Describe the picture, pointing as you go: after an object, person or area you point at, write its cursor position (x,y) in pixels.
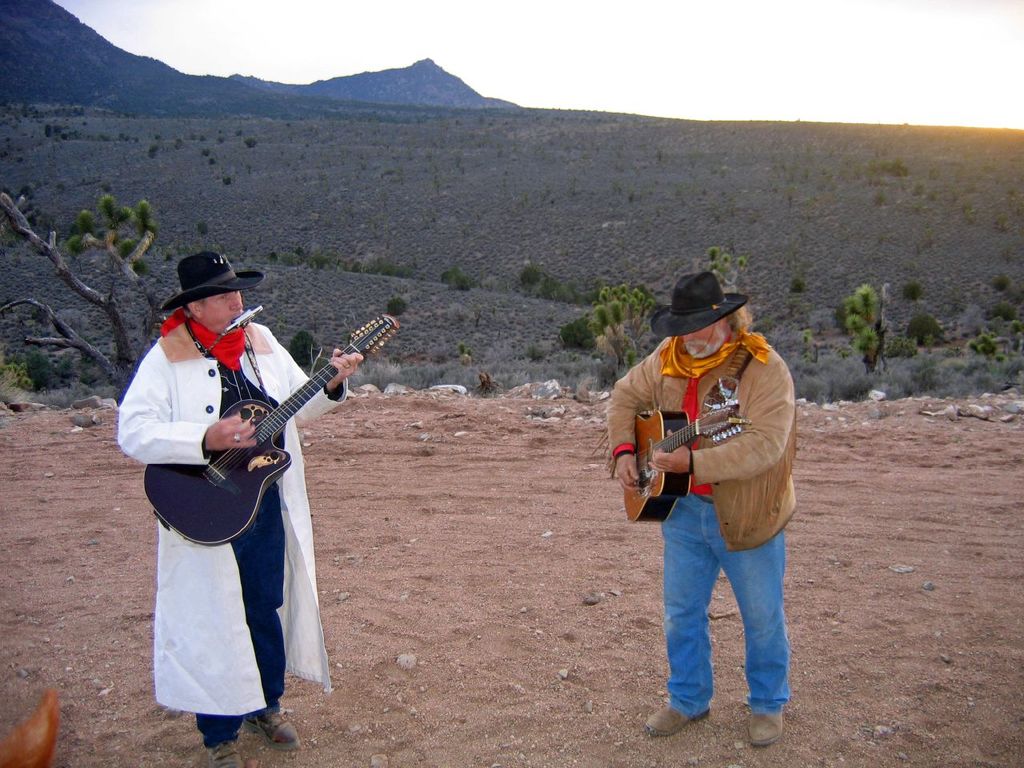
In this image two persons (293,628) are standing on the land (543,658). Person (761,351) at the right side of the image (780,657) is wearing a hat (727,306) with blue jeans (770,667) and shoes (671,713) is holding and playing a guitar (696,427). Person (245,711) at the left side of the image (220,401) is wearing a white coat (202,362) and red scarf (241,352) and hat (179,299) over his head (215,309) is holding a guitar (269,477) and playing it. At the backside of the image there is a plant (144,333). At the top of the image (353,71) there are hills (436,79) and sky (139,26).
